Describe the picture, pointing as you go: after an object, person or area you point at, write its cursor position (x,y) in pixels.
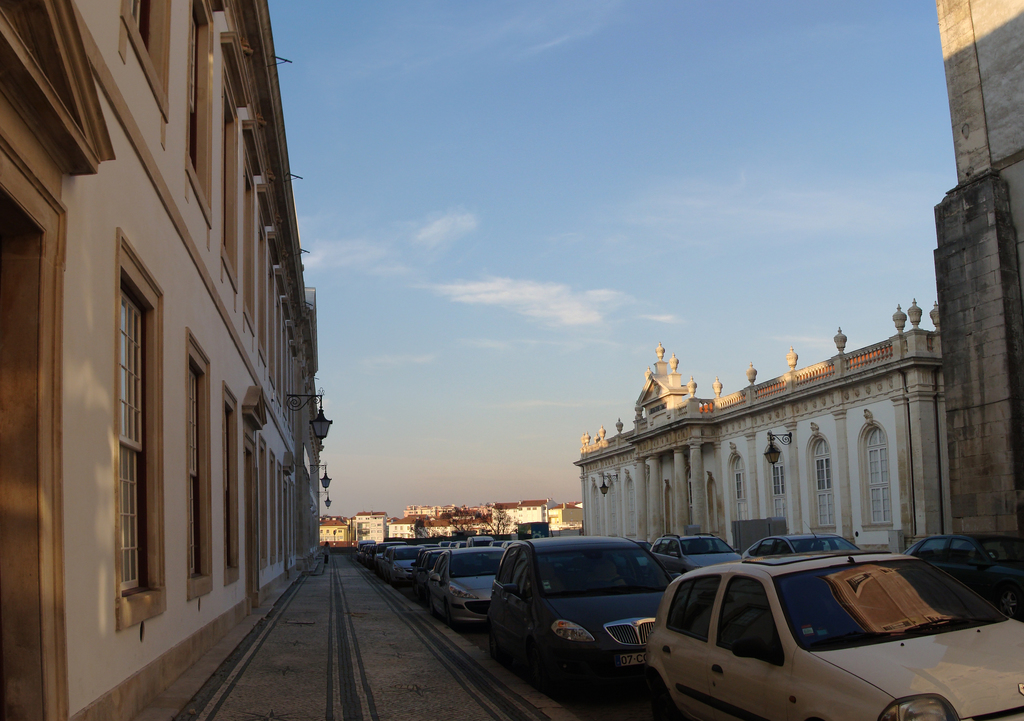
In the center of the image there are vehicles (610,593) on the road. On the left side of the image (229,98) there is a building (262,401) and lights (315,425). On the right side of the image (700,475) we can see building (714,448). In the background (432,495) there are buildings (360,524), sky (497,239) and clouds (486,301).
